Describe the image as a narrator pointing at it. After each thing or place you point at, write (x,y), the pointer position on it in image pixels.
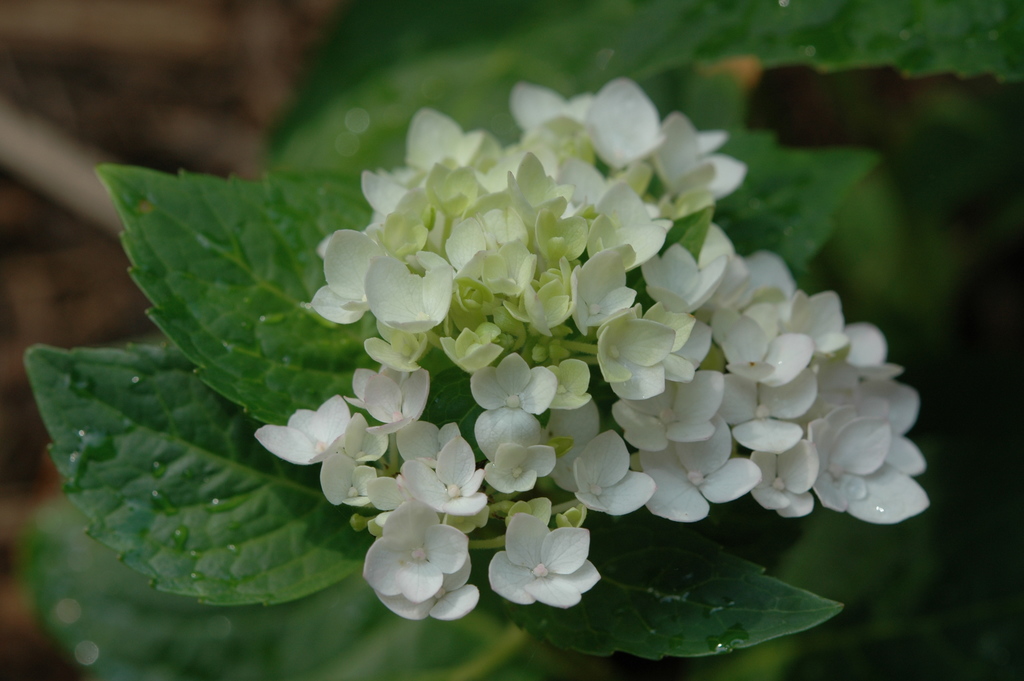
In this picture I can observe white color flowers (507,444). I can observe green color leaves (244,385). The background (110,115) is completely blurred.
